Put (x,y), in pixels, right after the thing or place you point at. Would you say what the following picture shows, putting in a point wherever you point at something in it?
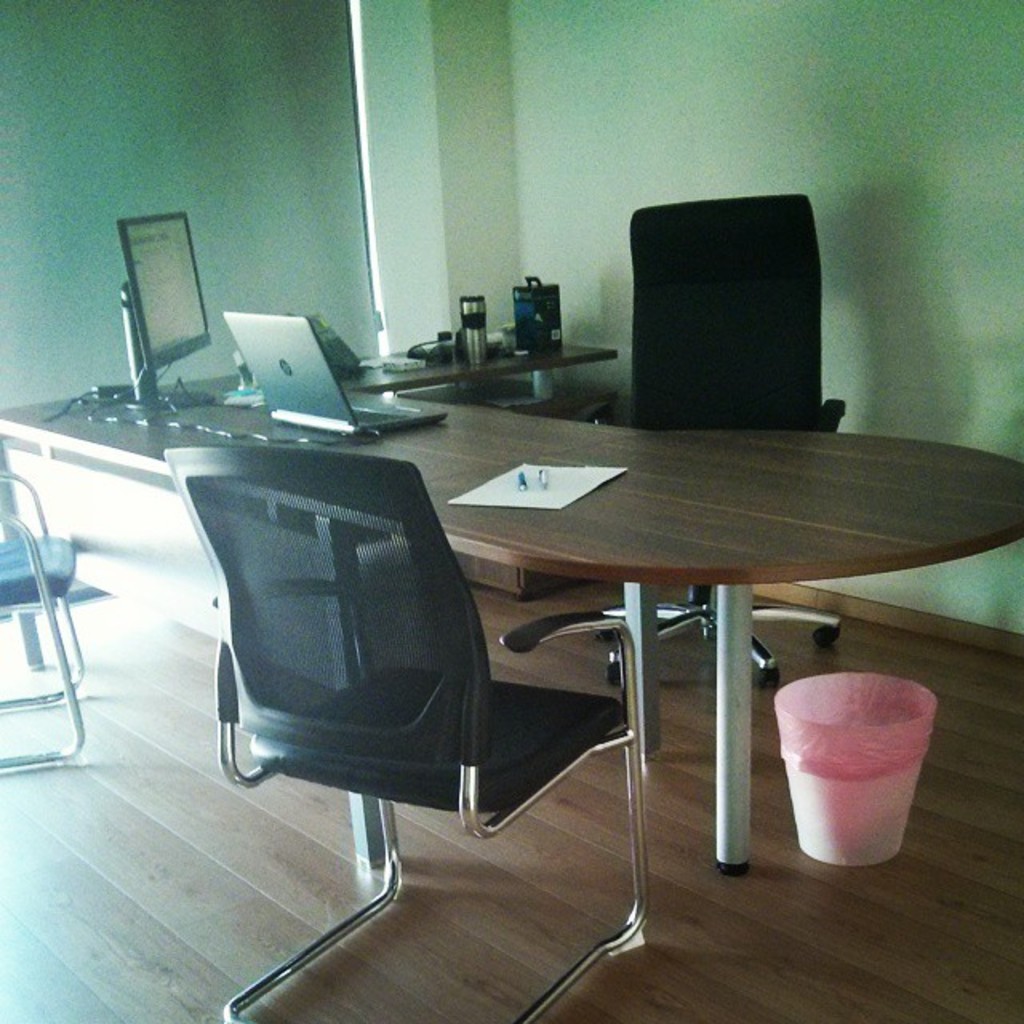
There are two black color chairs (36,584) arranged in front of a table (363,390), on which, there is a monitor (190,341), laptop (418,422), pens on a paper (512,474), flask (475,360) and there are other objects (425,351). The table (618,450) is near a black color chair (770,317), which is near a pink color dustbin (861,745), which is on the floor (817,866). In the background (957,164), there is green color wall (545,56).
